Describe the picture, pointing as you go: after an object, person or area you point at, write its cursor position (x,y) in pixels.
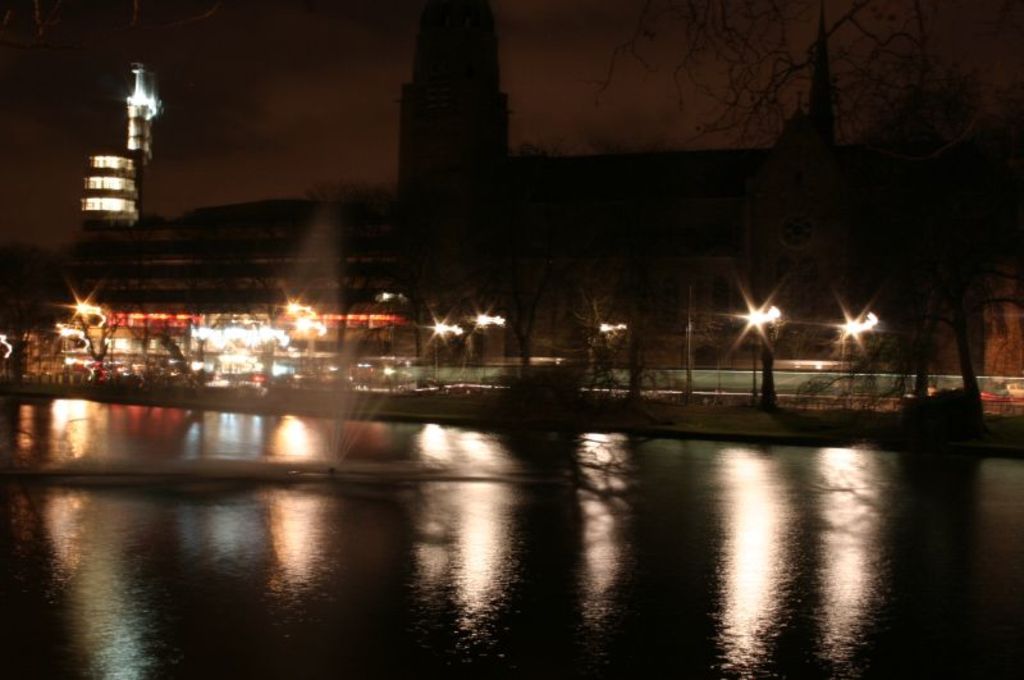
In this image there is the water (495,508). In the center (361,416) there is a water fountain (342,381). In the background (220,331) there are trees (528,279), buildings (286,283) and light poles (88,312). At the top (239,60) there is the sky (573,96).
